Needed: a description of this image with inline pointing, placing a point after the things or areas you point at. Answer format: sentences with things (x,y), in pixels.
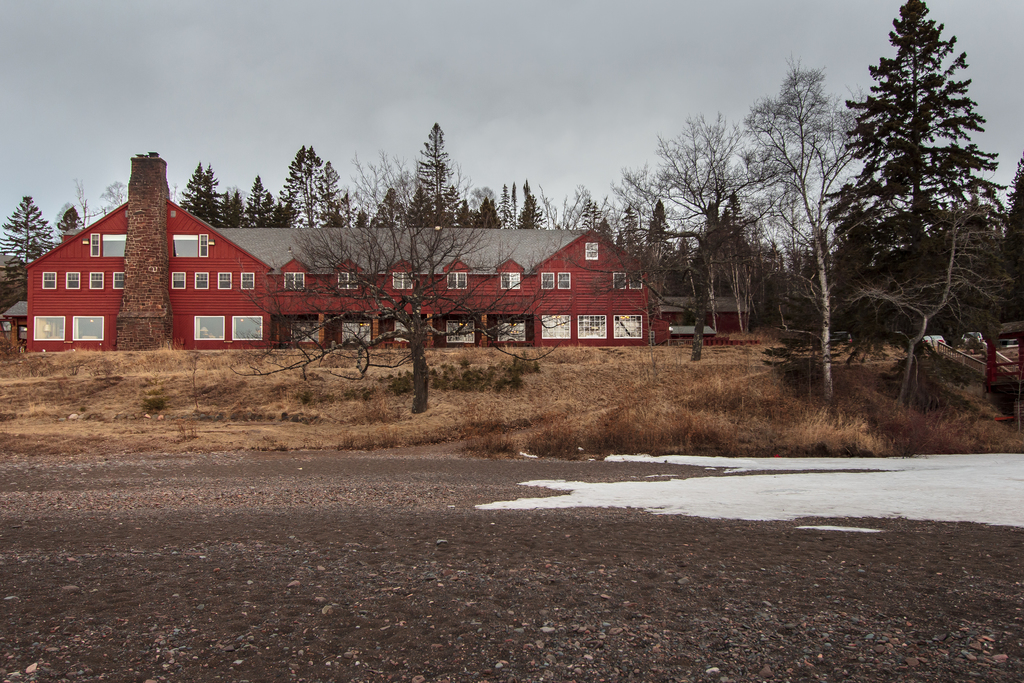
This is an outside view. At the bottom (287,548) there is a road (609,598). On the right side (884,477) it seems to be the snow (870,493). In the background (373,284) there is a building (530,290) and many trees (803,240) and also I can see the grass (579,410) on the ground (572,405). At the top of the image (270,72) I can see the sky (543,61). On the right side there are few vehicles (979,337).
